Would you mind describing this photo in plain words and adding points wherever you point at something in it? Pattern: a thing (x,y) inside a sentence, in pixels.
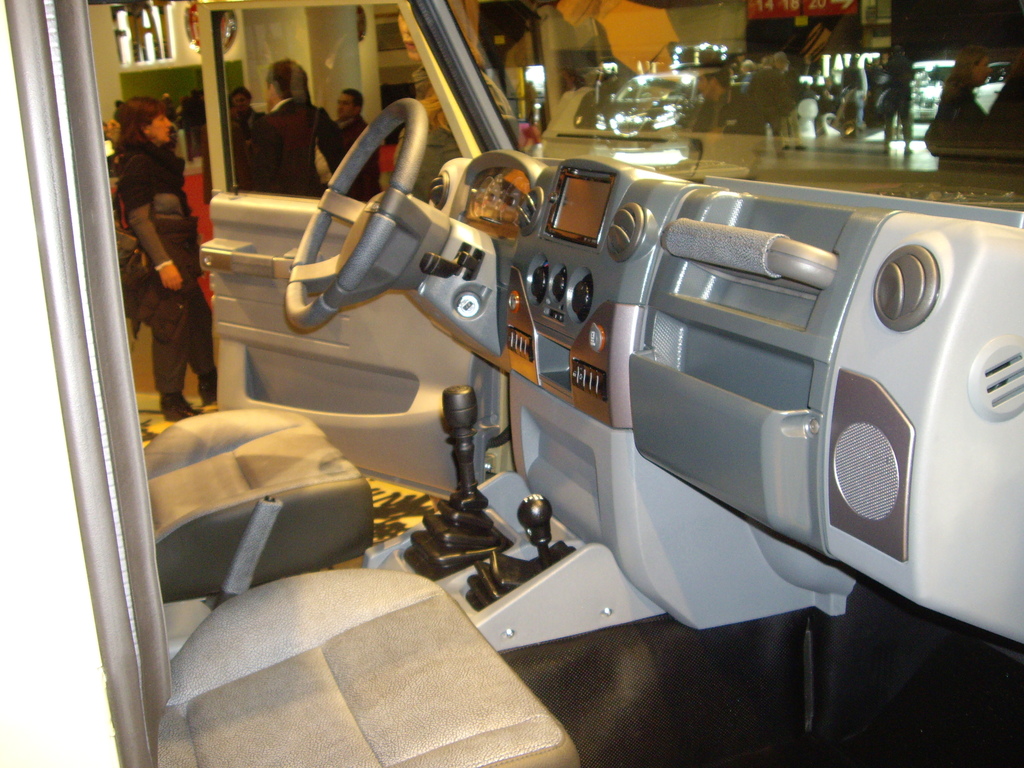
In this picture I can see an inside view of a vehicle (723,498). On the right side (937,385) I can see dashboard (508,333) and some vehicles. On the left side (185,222) I can see people (241,161) are standing, chairs (294,672) and other objects (238,314).
